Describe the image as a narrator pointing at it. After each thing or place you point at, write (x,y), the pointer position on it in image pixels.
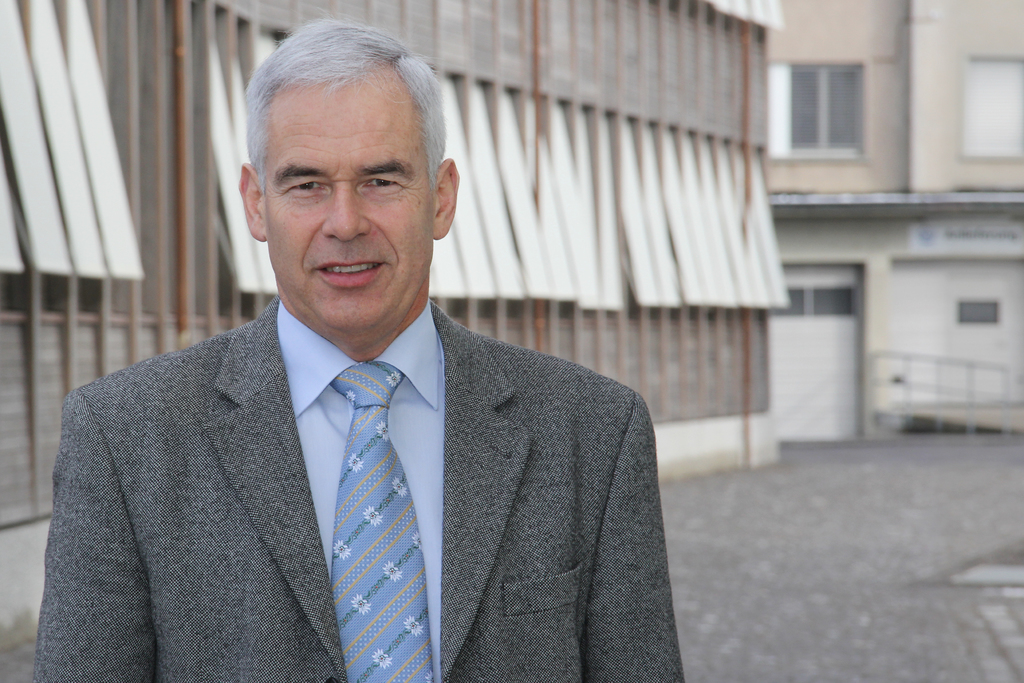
In this image we can see a person (289,482) standing with a smile (333,263) on his face (312,300), the back of this person (527,604) there are buildings (663,180).
